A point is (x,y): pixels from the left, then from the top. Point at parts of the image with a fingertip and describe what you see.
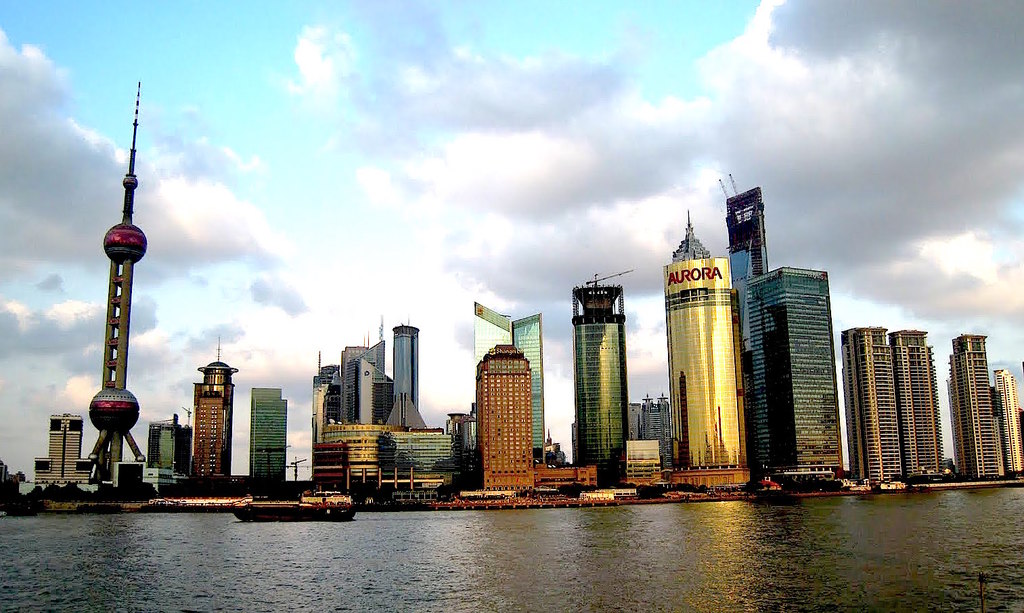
In this image we can see water (524,569) on which there are some boats (305,513) and in the background of the image (509,480) there are some buildings (396,448) and cloudy sky (172,104).
